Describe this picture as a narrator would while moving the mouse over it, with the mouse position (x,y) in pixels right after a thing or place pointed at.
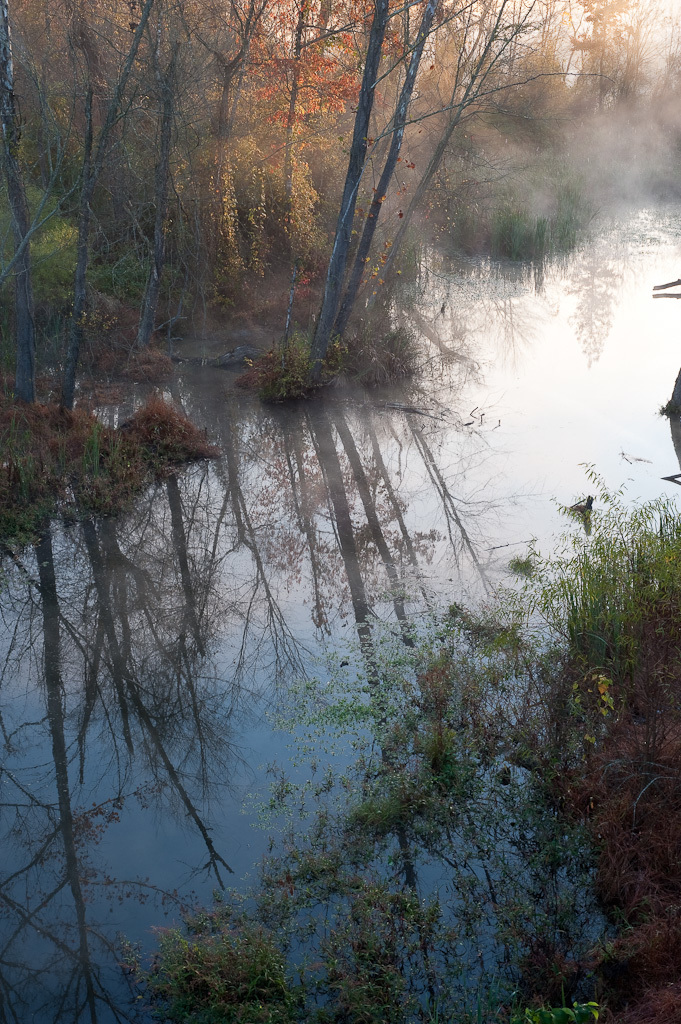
In this image at the bottom (236,723) there is a river (152,830) grass (607,621) and some plants (298,386), in the background (348,154) there are some trees (321,163).
